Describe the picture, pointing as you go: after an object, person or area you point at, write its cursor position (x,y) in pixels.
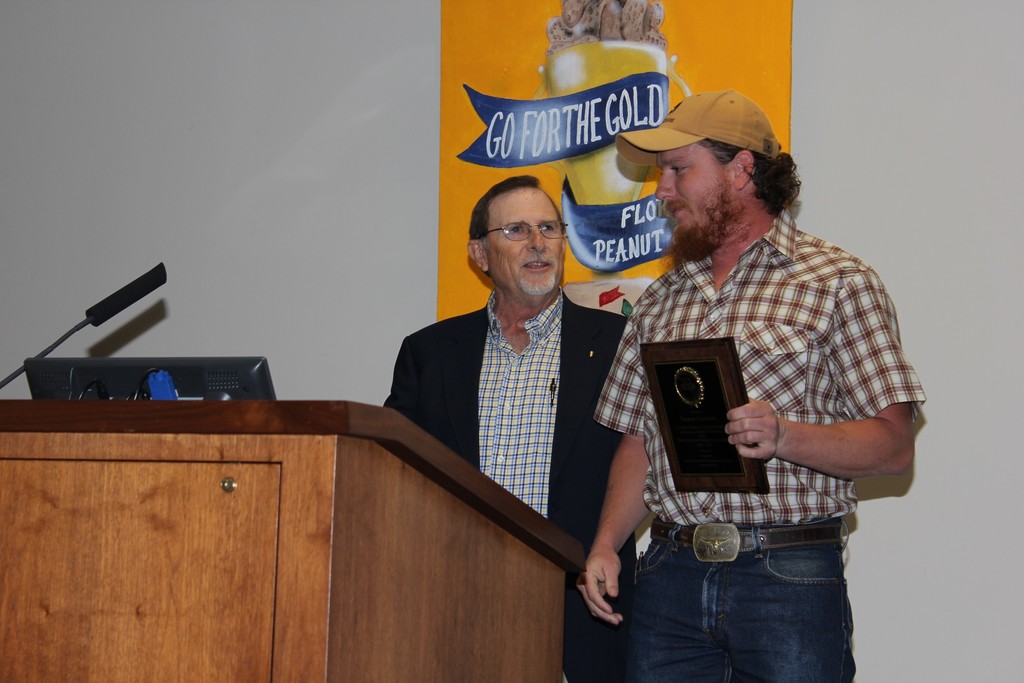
In this image I can see two people (741,514) are standing in front of the podium (281,451). I can see a mic (19,372), laptop (237,392) on it and one person (775,417) is holding something. Back I can see the orange board (721,25) is attached to the white color wall (391,174).
